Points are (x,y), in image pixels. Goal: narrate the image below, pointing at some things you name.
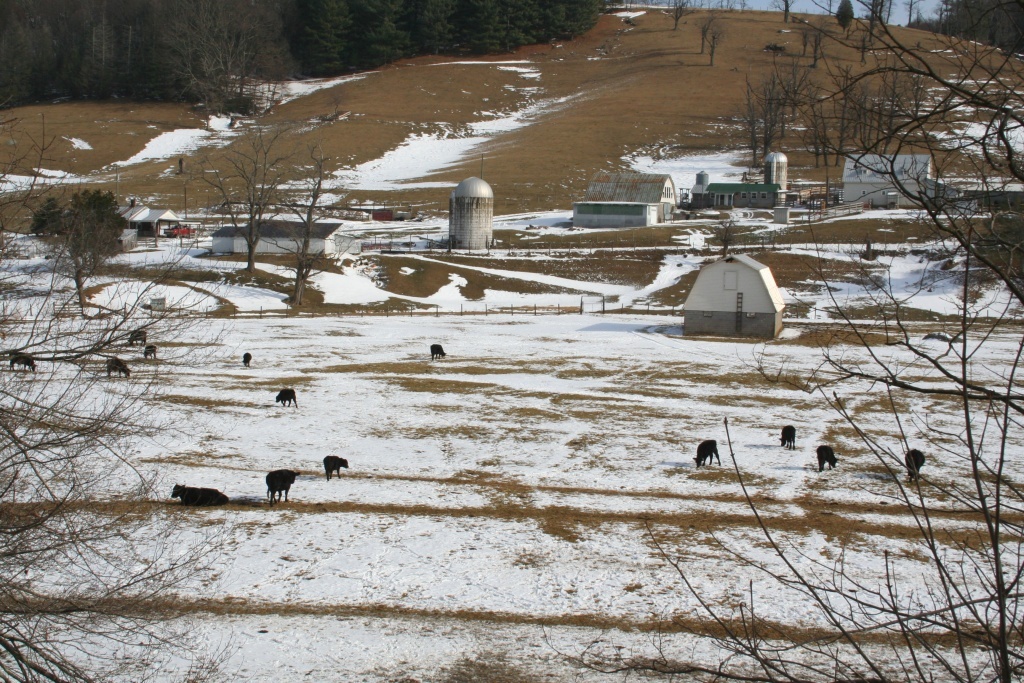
In the picture there is a ground (580,547), on the ground (664,576) there is the snow (702,571), there are animals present on the ground (670,295), there are trees (36,54), there are houses (621,223), there is the sky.
